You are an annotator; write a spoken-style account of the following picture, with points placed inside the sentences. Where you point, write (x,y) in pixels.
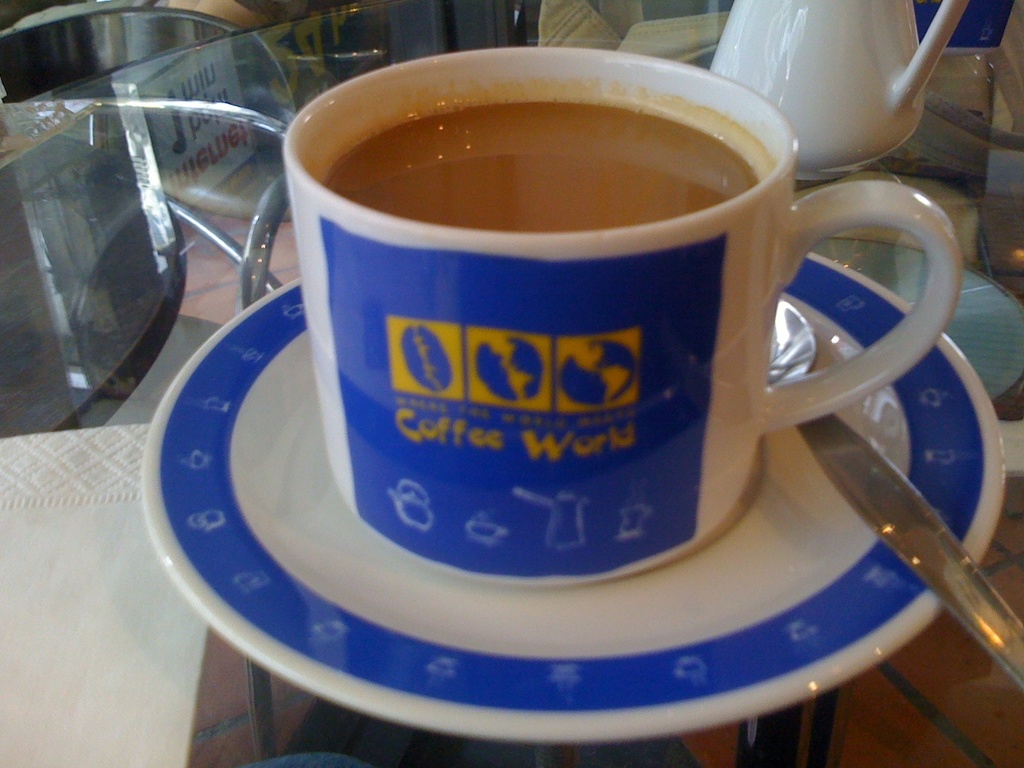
In this image we can see a cup (736,249), and some liquid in it, there is a saucer (649,661), and spoon (821,431), beside there is some object (856,90) on the glass table (677,13), there are chairs (121,241).
